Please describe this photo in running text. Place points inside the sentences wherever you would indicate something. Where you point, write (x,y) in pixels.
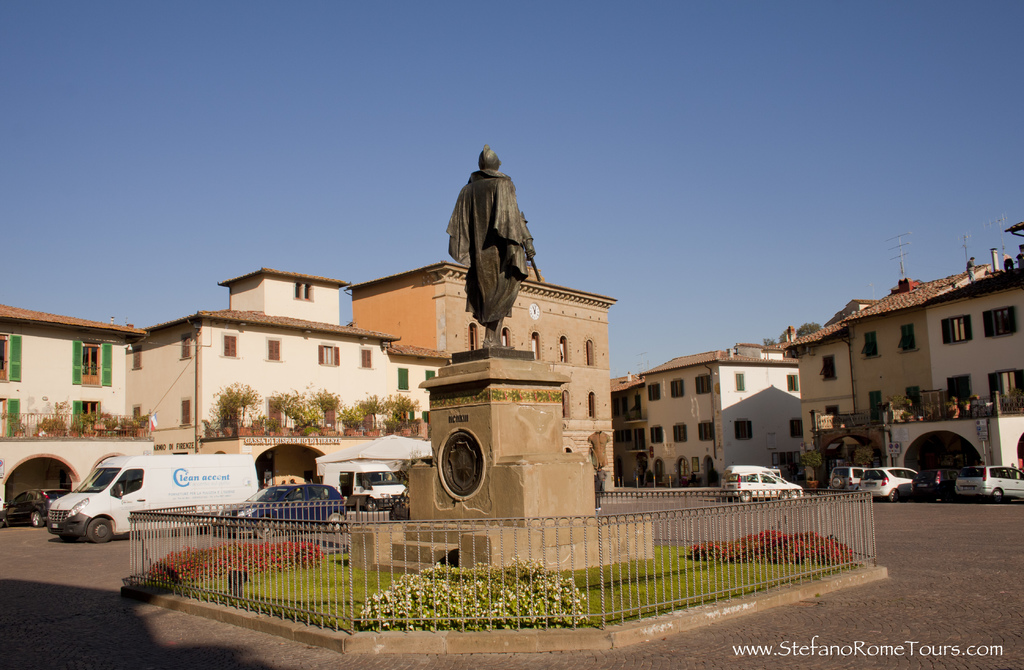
In this image we can see few buildings (374,391), plants (316,407), few vehicles (191,495) on the road (157,662), there is a statue (493,249), railing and the sky (858,98) in the background (451,118).
